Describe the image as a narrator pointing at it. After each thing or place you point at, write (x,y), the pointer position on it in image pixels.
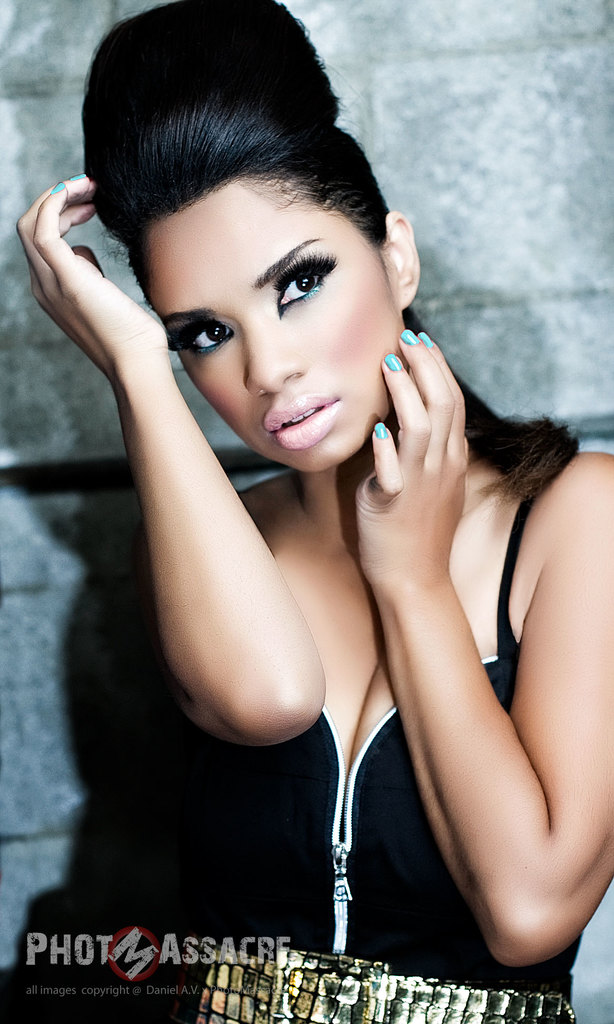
In this picture I can see a woman (244,642) standing and I can see text (190,965) at the bottom left corner of the picture (172,953) and a wall (561,251) on the back (33,577).
